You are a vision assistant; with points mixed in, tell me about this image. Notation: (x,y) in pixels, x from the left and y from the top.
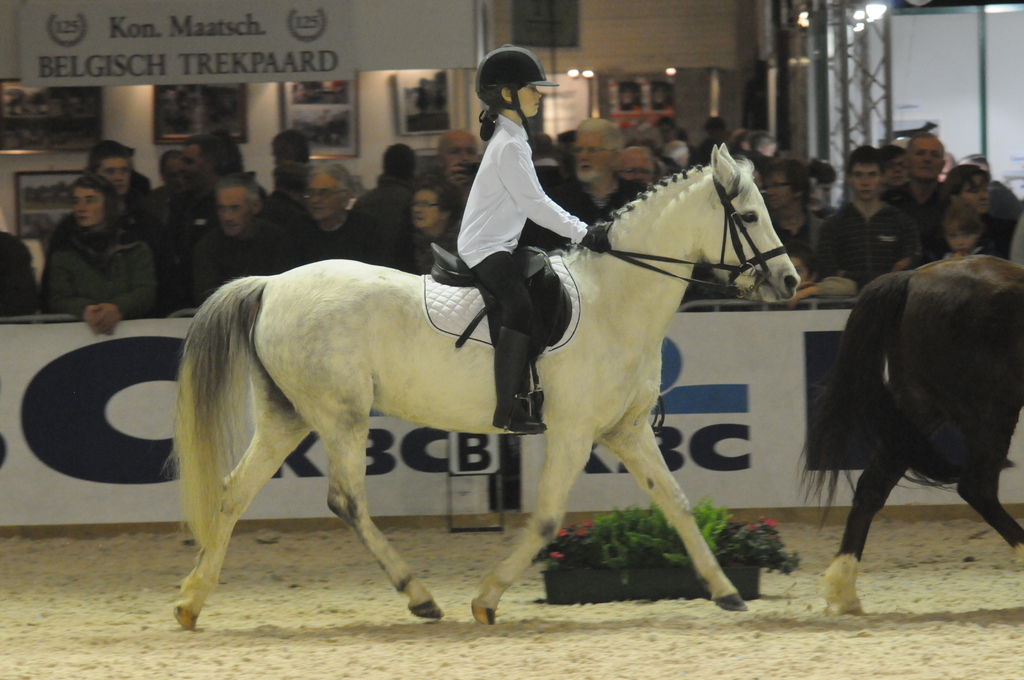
there is a small girl (491,77) riding a horse (386,293) and there are so many people (702,275) watching it and there is a flower pot (585,541) on the ground (144,657).
